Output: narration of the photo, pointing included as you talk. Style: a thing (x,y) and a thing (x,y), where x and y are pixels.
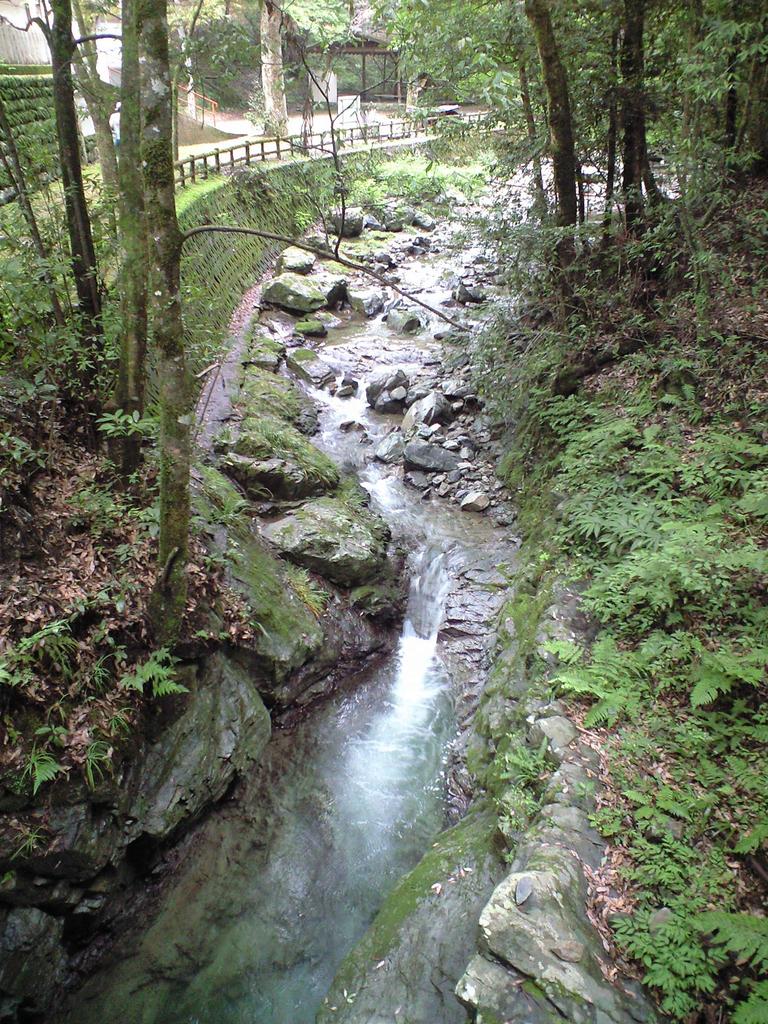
In this picture I can see the water (374,490) in the center (379,457) and I see the stones (263,334), plants (583,263) and trees (169,288) on both the sides. On the top left corner of this image (51,85) I can see the wall (34,119). In the background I can see the wooden fencing (183,170).
